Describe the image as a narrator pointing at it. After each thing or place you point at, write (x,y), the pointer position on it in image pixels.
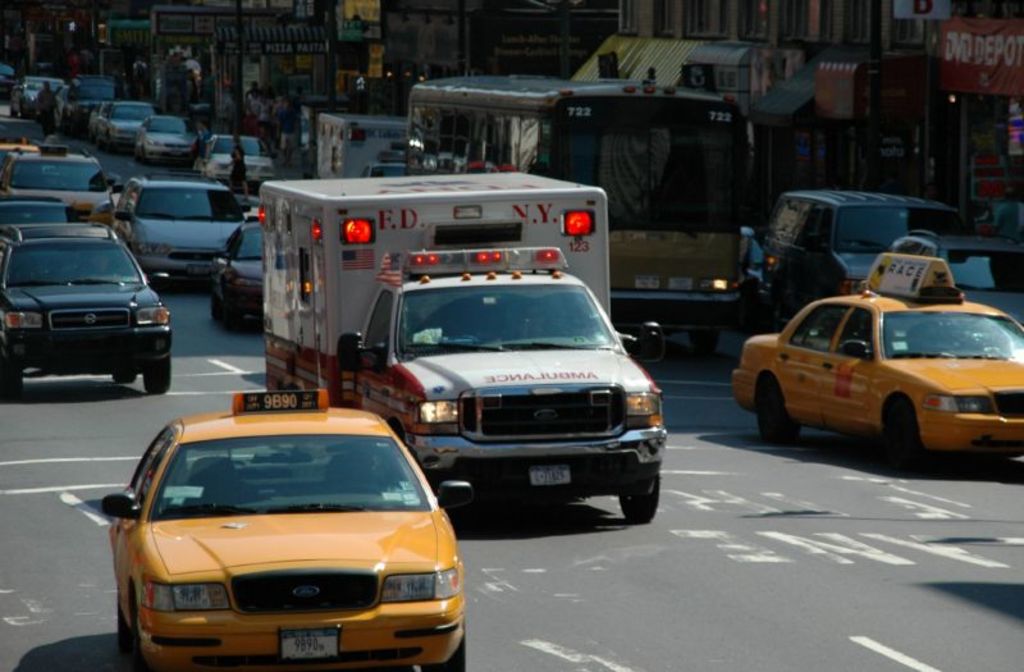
This picture is clicked in the city. In this picture, we see the vehicles (506,351) are moving on the road (816,566). On the right side (882,104), we see the buildings (909,96) and we see a banner (961,55) in red color with some text (989,50) written on it. At the bottom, we see the road (803,560). There are buildings (296,66) and the poles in the background (307,94). We see the people (289,109) are standing on the road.
